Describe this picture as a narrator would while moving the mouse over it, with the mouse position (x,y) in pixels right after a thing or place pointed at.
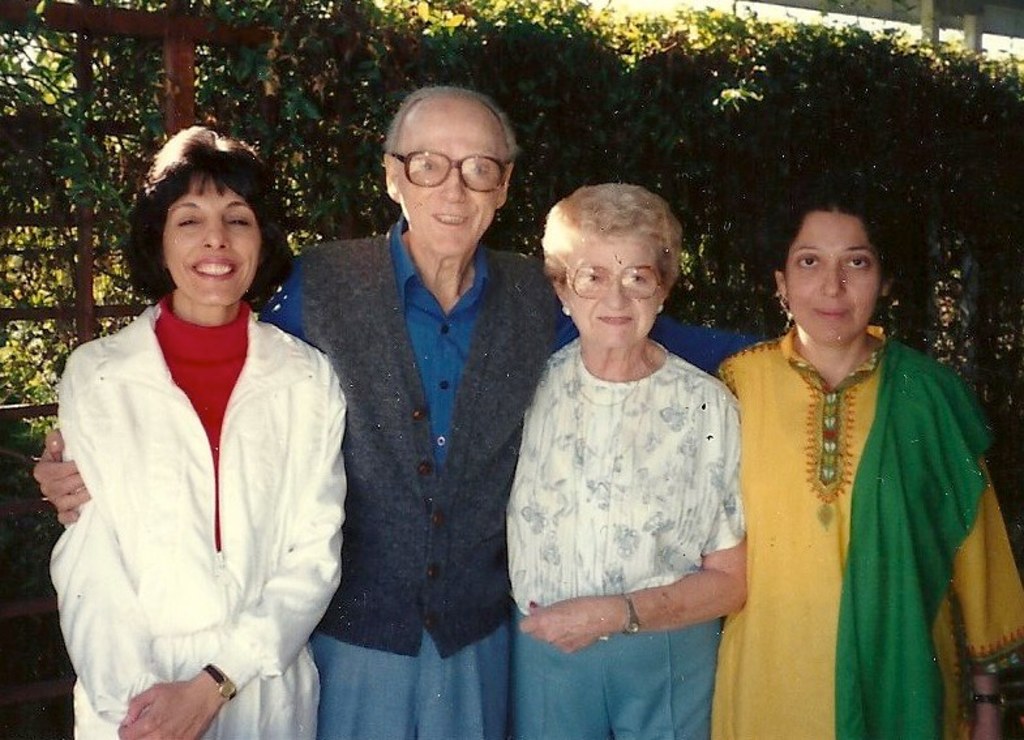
In this picture we can see people (910,370) and all are smiling. In the background (729,94) we can see trees (647,94).
